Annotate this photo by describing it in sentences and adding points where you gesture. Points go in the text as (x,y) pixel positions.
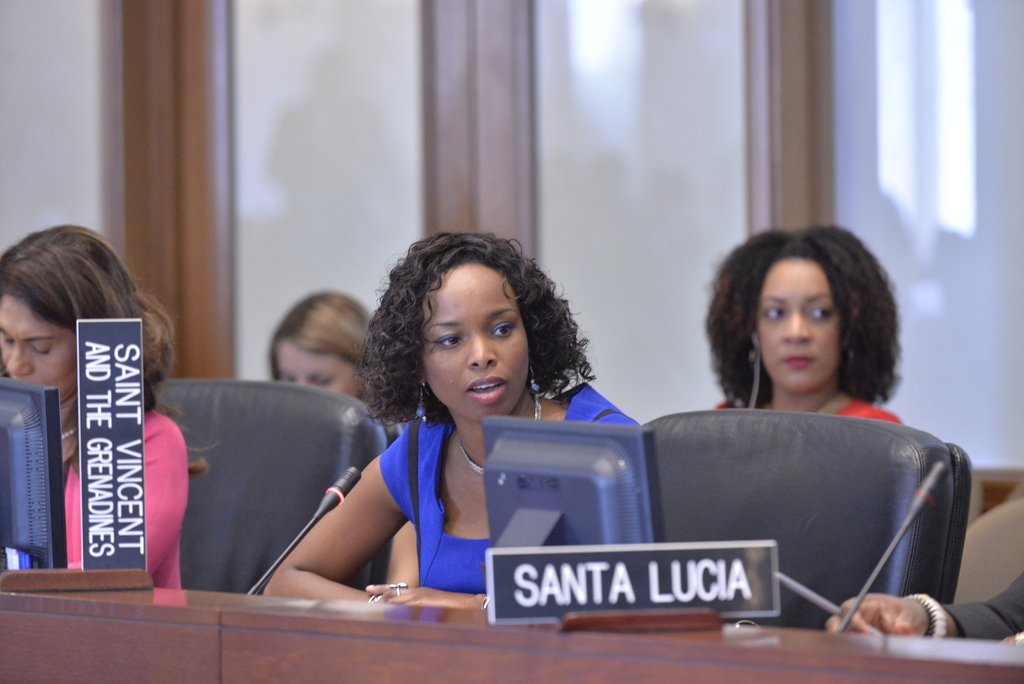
As we can see in the image there are group of people (423,343) sitting on chairs (840,518) and there is a table (91,638). On table (843,674) there are mics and screen (17,517).
